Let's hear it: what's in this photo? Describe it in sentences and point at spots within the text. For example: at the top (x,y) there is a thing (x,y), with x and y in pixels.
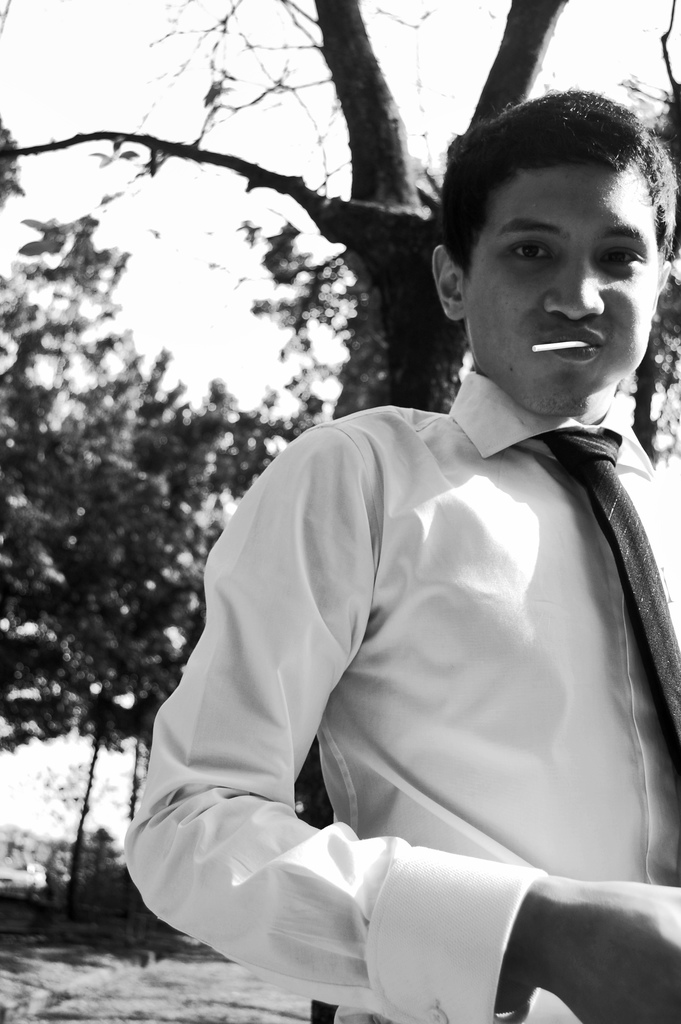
This is a black and white image. On the right side (479,607), I can see a man (367,726) wearing white color shirt (402,659) and looking at the picture. I can see a lollipop (571,342) in his mouth (596,348). In the background (224,406) there are some trees (156,426).
